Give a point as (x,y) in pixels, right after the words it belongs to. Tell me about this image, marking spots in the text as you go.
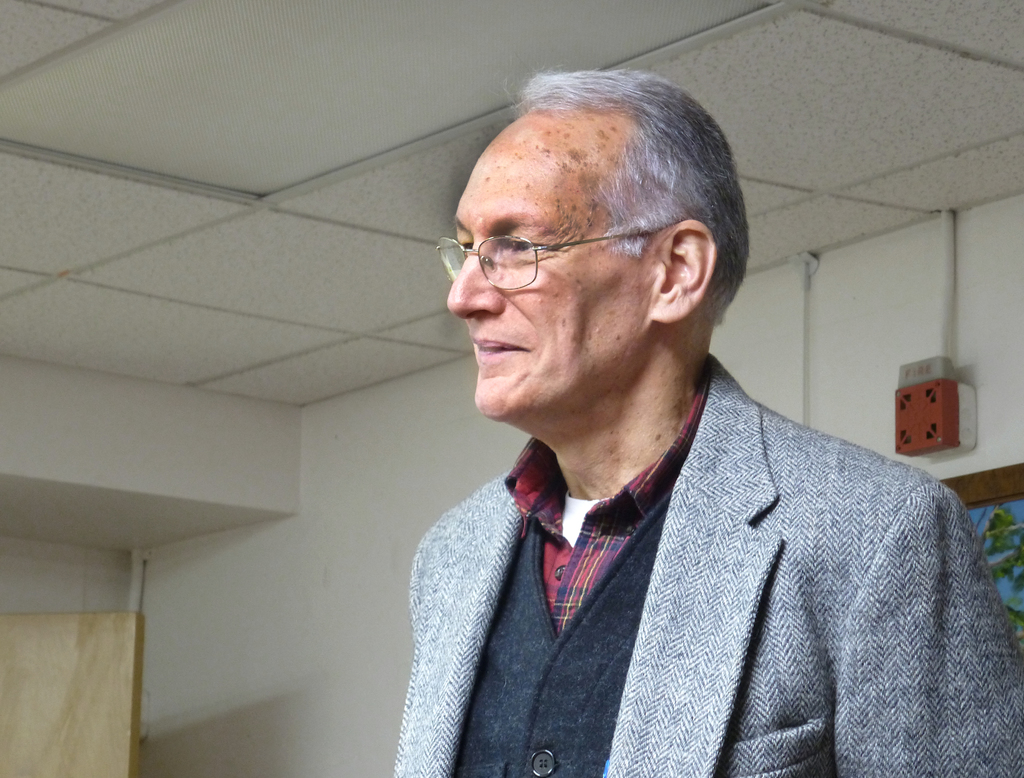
This picture is taken inside the room (417,182). In this image, on the right side (752,586), we can see a man (667,508) wearing a gray color coat (846,547). On the right side (1013,578), we can see a photo frame (991,476) attached to a wall (1020,428) and a electrical instrument (910,444) is also attached to a wall (874,383). In the left corner (25,697), we can see one edge (23,678) of a door (136,741). At the top (383,130), we can see a roof (428,263).
